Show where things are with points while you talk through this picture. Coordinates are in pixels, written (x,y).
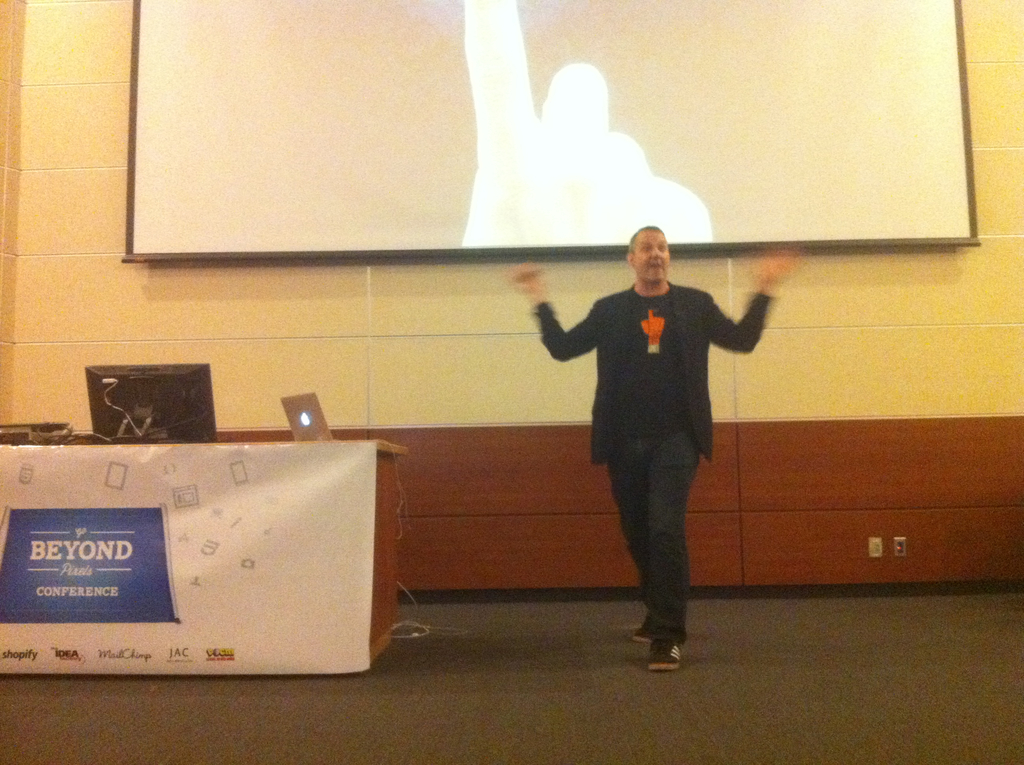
In this image I can see a person (661,400) wearing black t shirt (647,347), black blazer (620,329), black pant (629,474) and black shoe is standing on the ground (817,683) and I can see a brown colored table (392,576) to which a white colored banner (219,554) is attached and on the table (249,483) I can see a laptop (297,420) and a monitor (156,387). In the background (221,318) I can see the wall (373,323) and the screen (356,126).
